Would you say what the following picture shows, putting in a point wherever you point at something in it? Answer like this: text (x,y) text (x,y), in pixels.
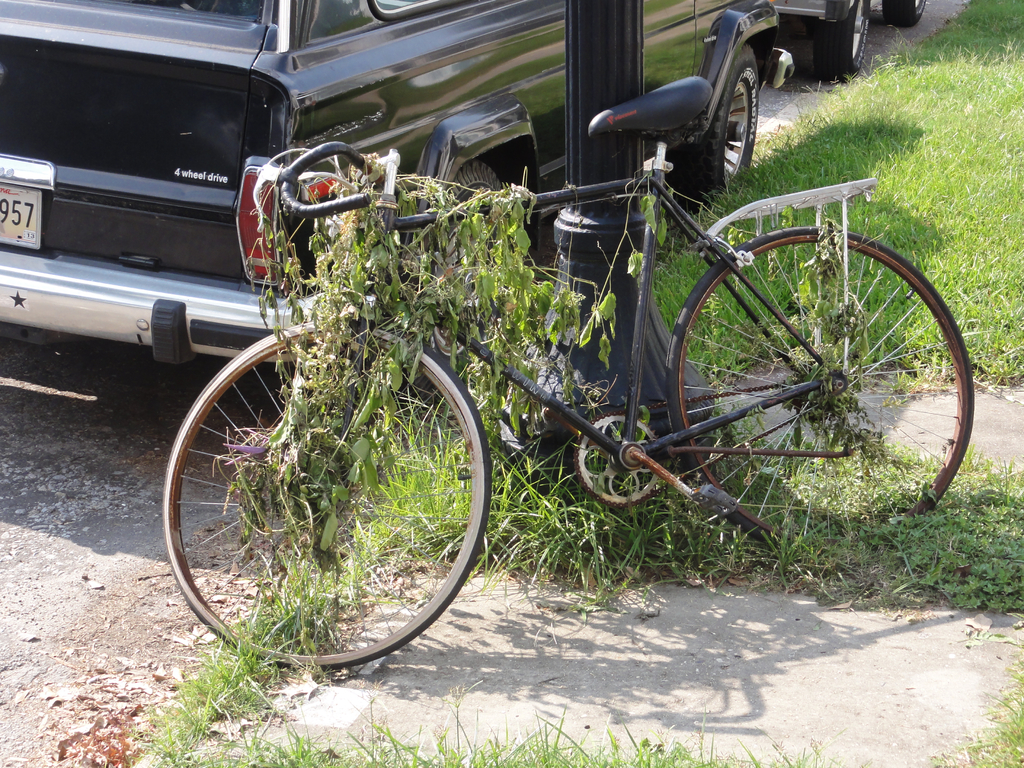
In this image I can see the bicycle (637,348) to the side of the pole (621,262). On the bicycle (601,471) I can see the leaves (402,368) of the plant (377,354). In the back (391,113) I can see the vehicles (537,54) on the ground (153,394). To the side of the vehicles (562,93) I can see the grass (895,132).
